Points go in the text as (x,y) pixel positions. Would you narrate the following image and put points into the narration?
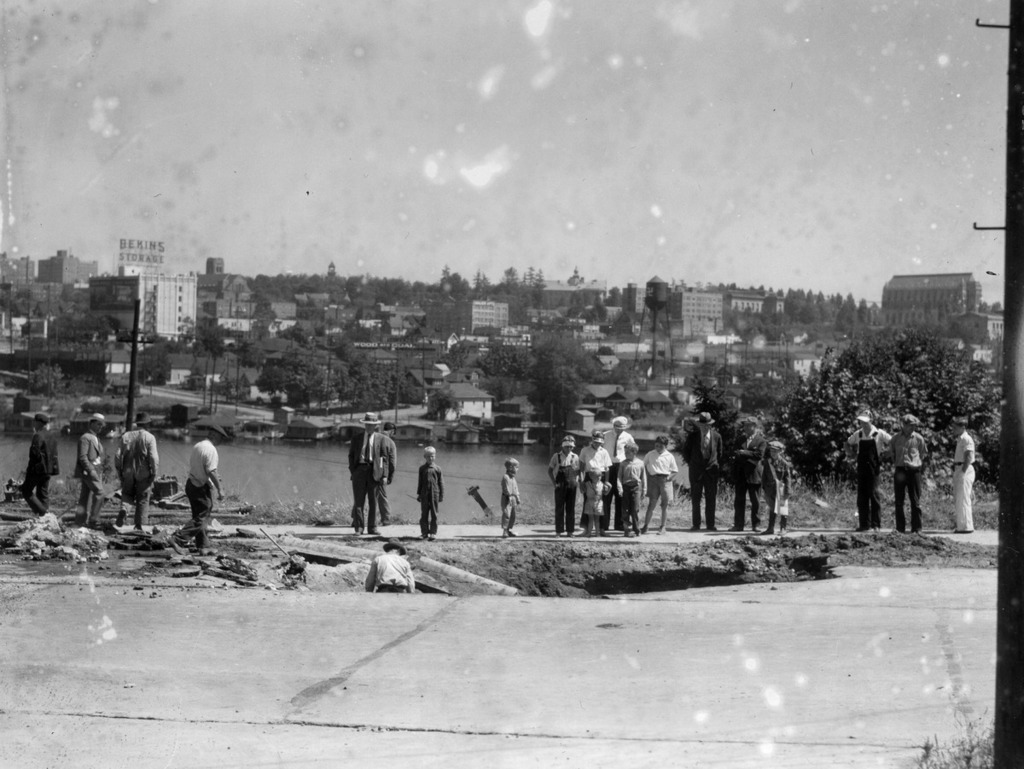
This is a black and white picture in which we can see some people (570,442) standing, buildings (657,395), trees (536,274) and poles (1015,617).
